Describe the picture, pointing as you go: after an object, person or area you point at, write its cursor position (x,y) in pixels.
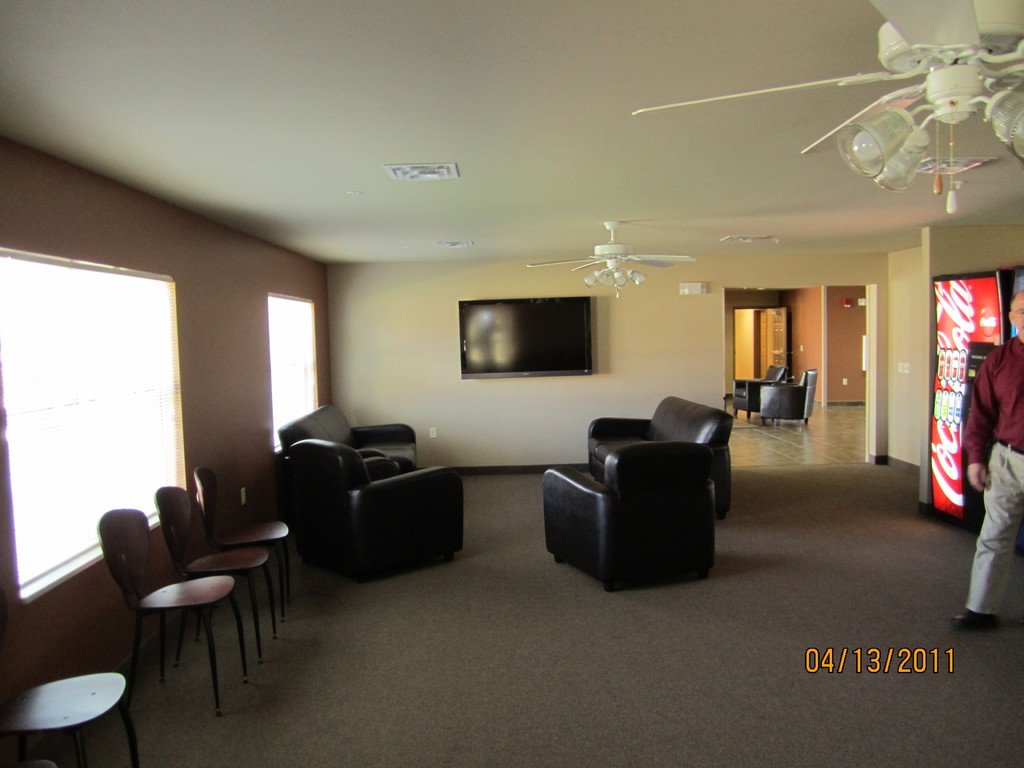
In this image we have a couple of couches (445,504) and chairs (192,582) on the floor (572,652). On the right side (1015,499) we have a man (1015,474) who is wearing a red color t-shirt (1003,405) and white color pant (999,490). Behind him we have a coke machine (947,387). On the top (616,249) we have fan (845,138) and on the wall (494,295) we have a TV (516,362).
